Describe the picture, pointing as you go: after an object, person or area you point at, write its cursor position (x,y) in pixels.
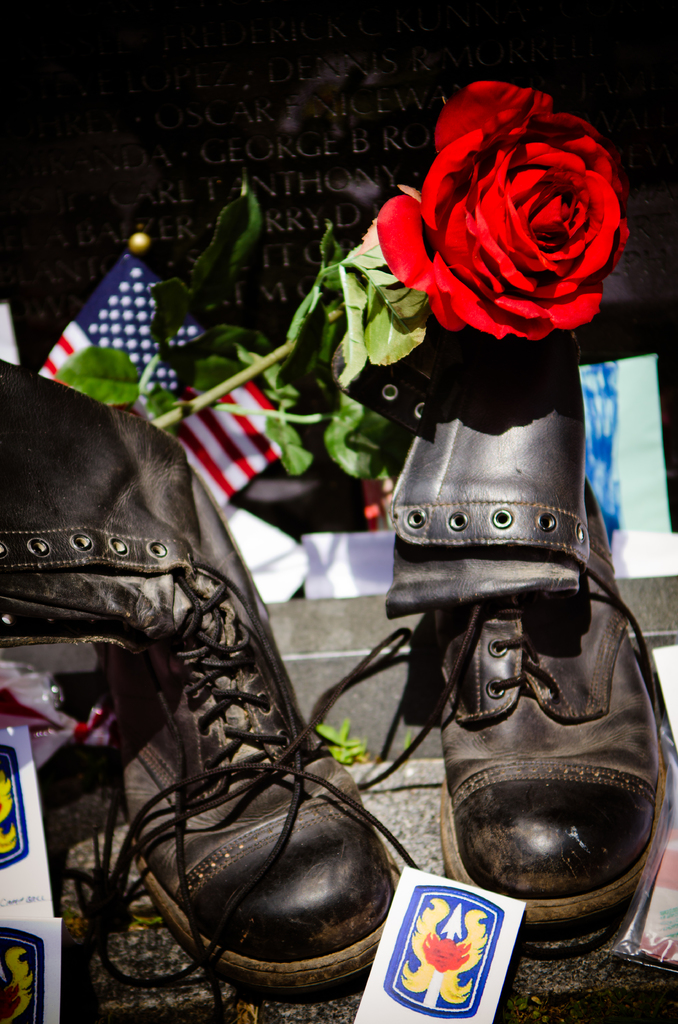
In this image there is a pair of shoes (562,755), rose flower (546,257) with leaves (323,354), flag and some other things (647,889), in the background (229,185) there is some text (186,223).
